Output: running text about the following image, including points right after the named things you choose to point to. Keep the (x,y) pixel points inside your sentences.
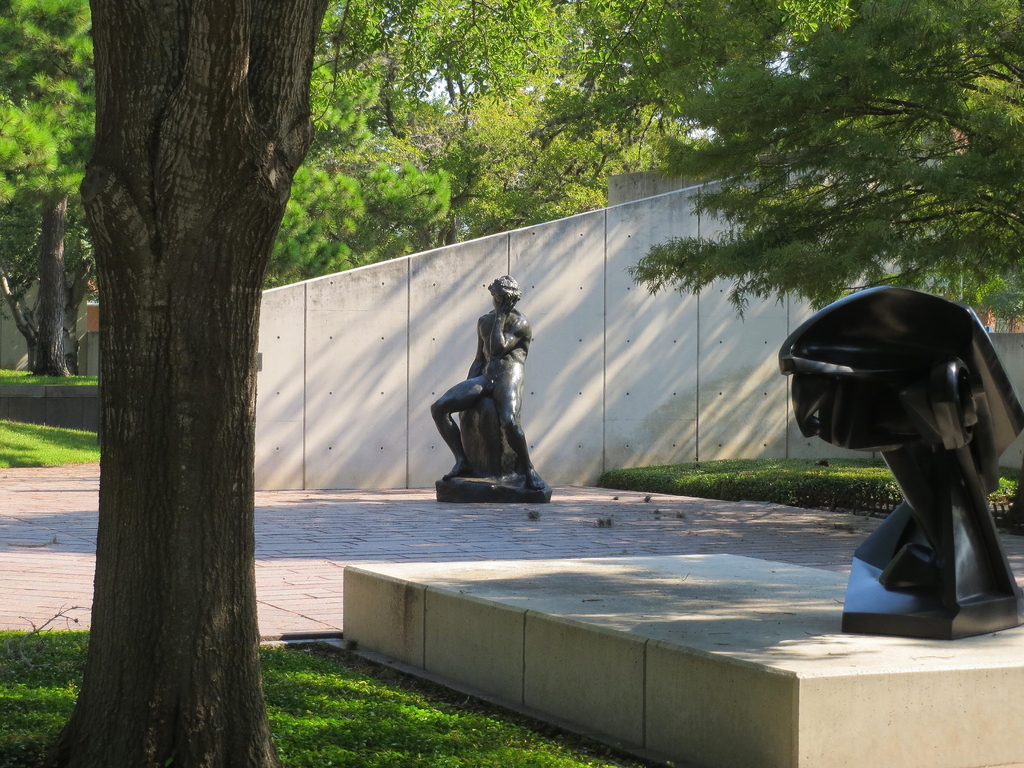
In this image I can see two black color statues (481,394). I can see few trees (433,216) and fencing (673,315).
